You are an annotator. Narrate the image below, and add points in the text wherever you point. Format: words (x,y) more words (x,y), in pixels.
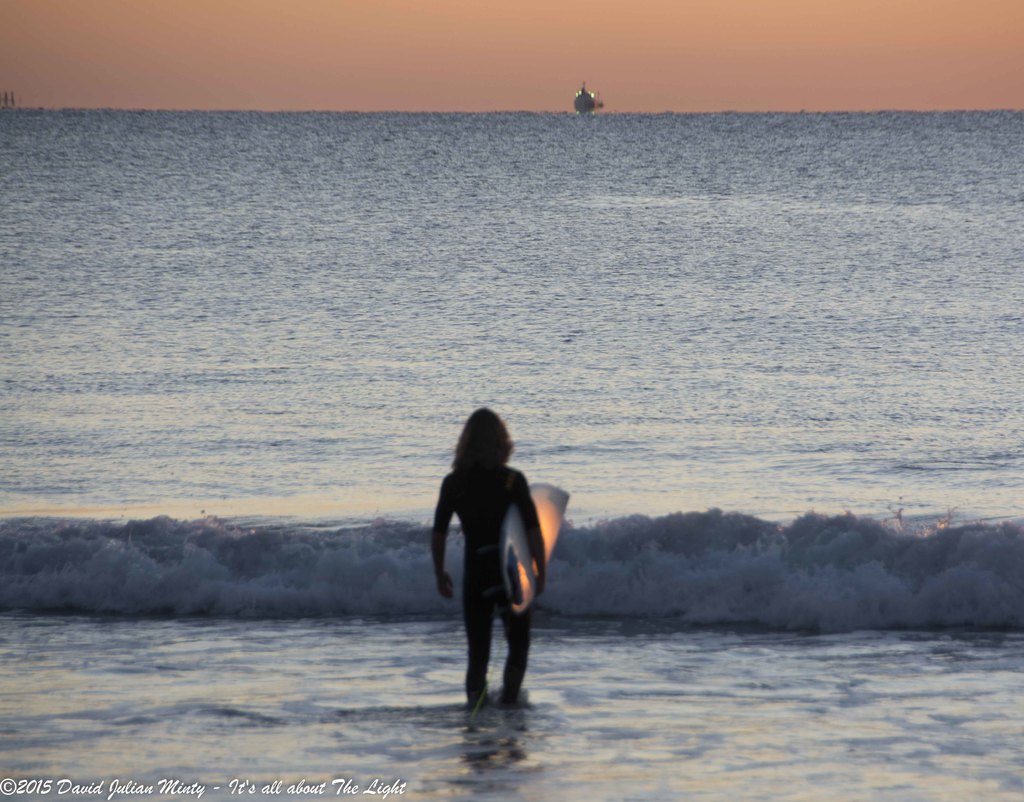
In this picture there is a person (487,583) holding a surfboard (521,583) and standing near the ocean (430,560).
